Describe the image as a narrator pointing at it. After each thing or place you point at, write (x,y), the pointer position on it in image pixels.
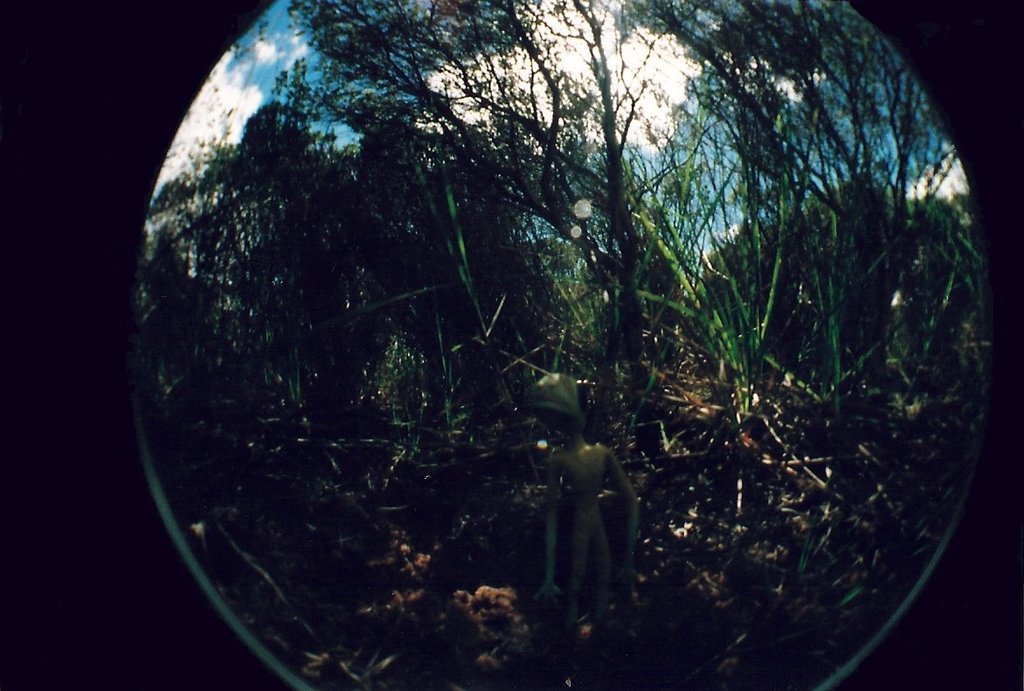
In the image we can see a glass (917,589). Through the glass (914,463) we can see some trees (292,172) and clouds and sky (187,126).
